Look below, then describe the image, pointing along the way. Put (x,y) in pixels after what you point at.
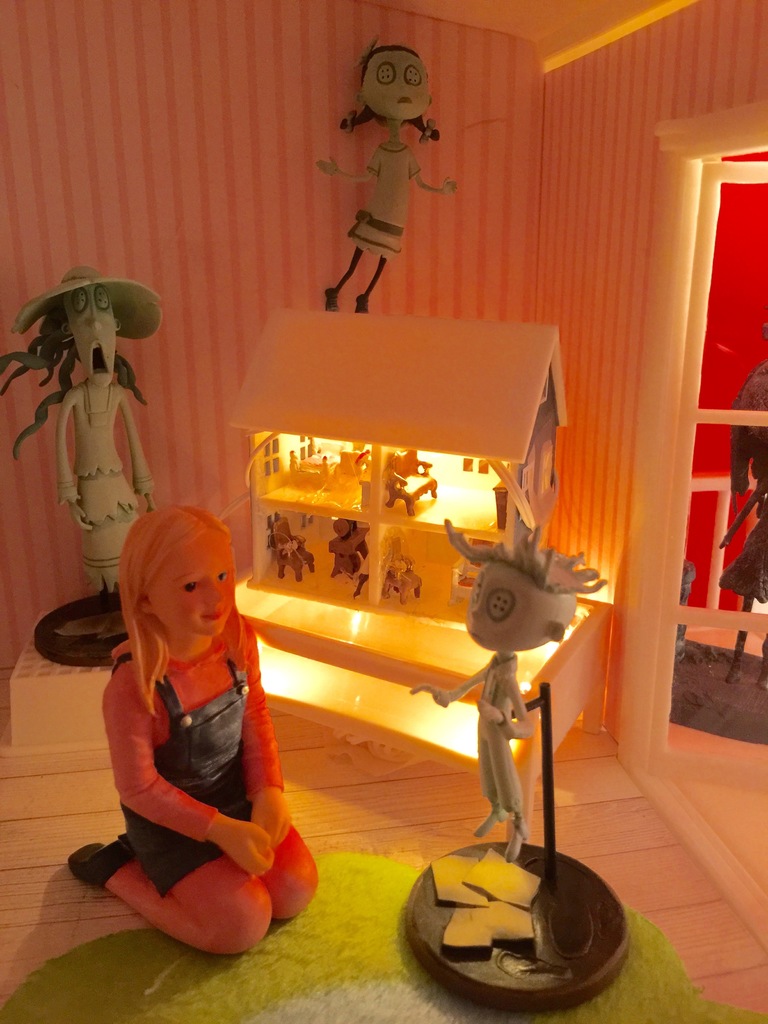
In this image there is a girl (166,683) kneeling down on the floor (366,836). In the background (374,547) there is a house (380,551) in which there is a light (467,487). On the right side (721,380) there is a door (685,394). There is a doll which is hanged to the wall (158,103).
